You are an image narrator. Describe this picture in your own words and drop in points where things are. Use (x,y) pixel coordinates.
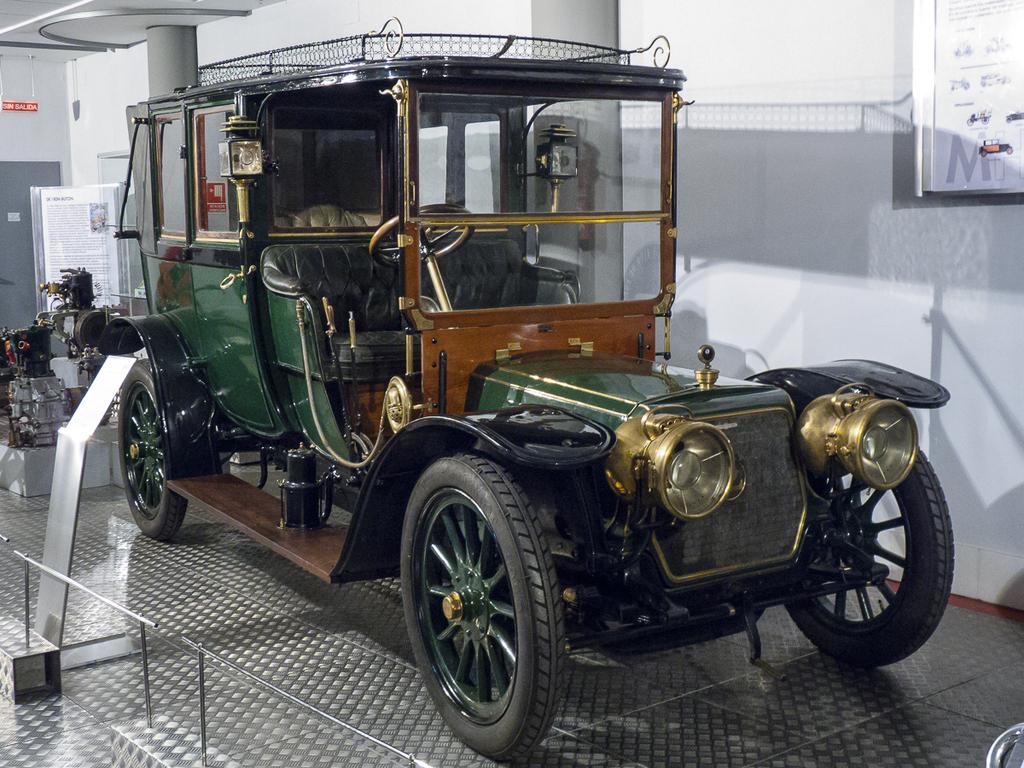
In this picture I can see a vehicle (298,371) in front (163,482) and it is on the floor (114,509). In the background (34,134) I see the wall (89,169) and 2 pillars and on the left side of this image (36,365) I see an equipment (45,354).
